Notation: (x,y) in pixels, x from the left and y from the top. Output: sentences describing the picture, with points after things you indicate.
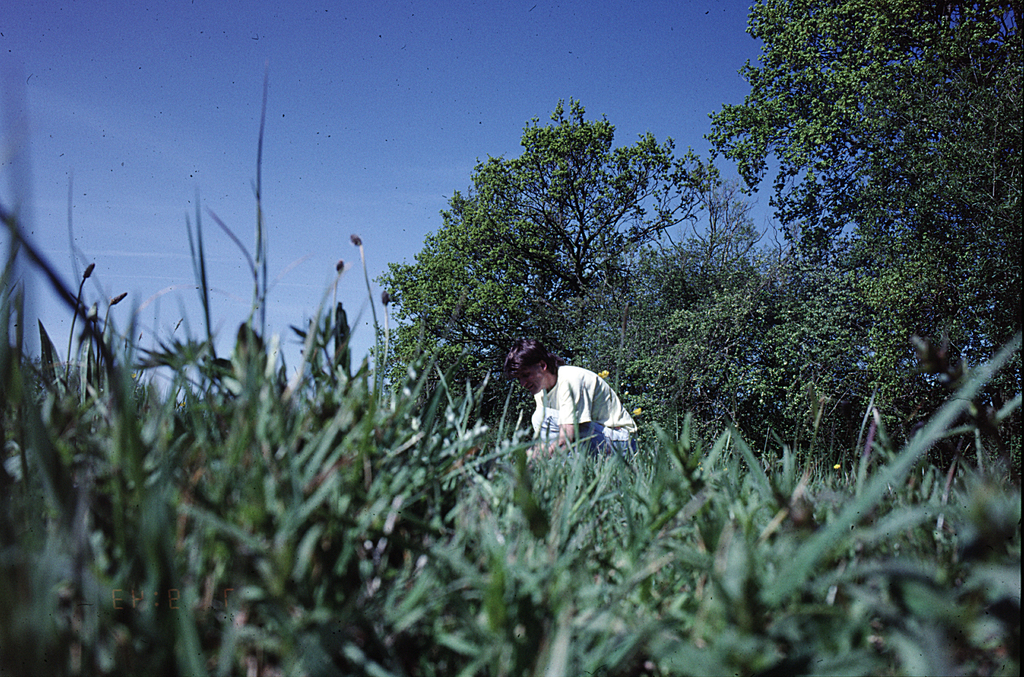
In this picture we can see the women (578,403) wearing white t-shirt (602,415) is sitting in the field (595,458) and doing something. In the front (574,458) there is a green grass (429,524). Behind there are some trees (558,298) and blue sky (344,143).
